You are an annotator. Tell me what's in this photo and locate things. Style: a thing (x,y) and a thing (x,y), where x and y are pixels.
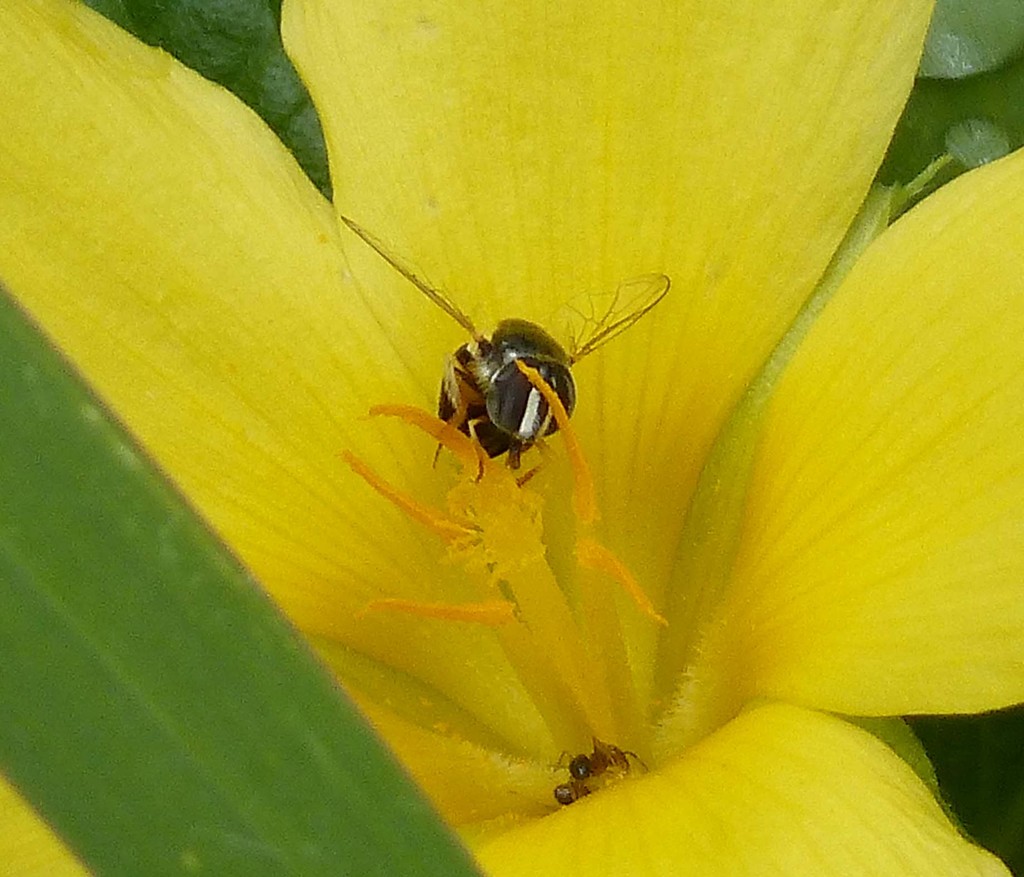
In the foreground of this image (155,672), there is a fly (467,317) on the yellow color flower (491,324) and we can also see an ant (584,794) and a green leaf (166,655) on the left (83,572).
